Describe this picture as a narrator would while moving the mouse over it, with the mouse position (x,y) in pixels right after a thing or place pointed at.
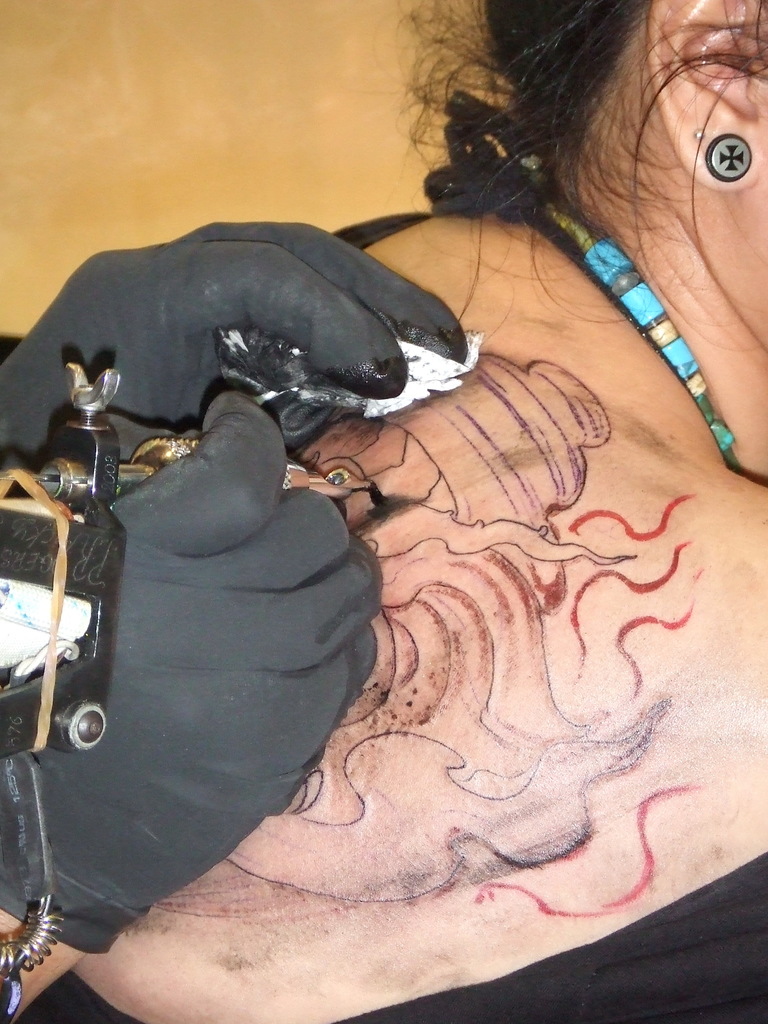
This picture shows a human (333,523) piercing tattoo (390,485) on the woman back (493,570) and we see a stud (706,157) to the ear (754,154) and a ornament (656,316) in the woman neck (631,253) and we see a tattoo machine (9,482) in the human hands (247,475).
